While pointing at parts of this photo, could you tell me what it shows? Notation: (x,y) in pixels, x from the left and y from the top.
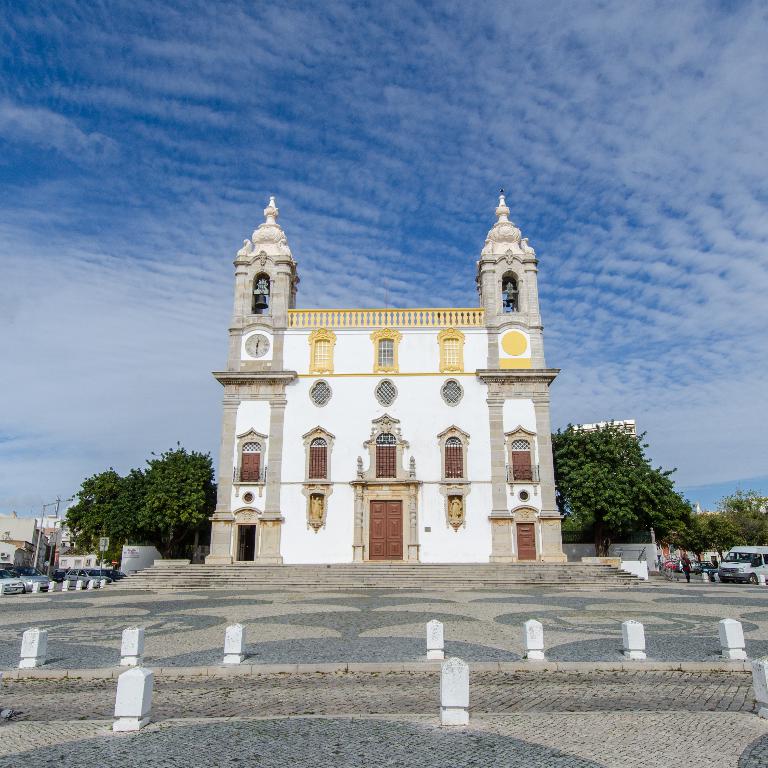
In this image I can see a building (505,439) in white and gray color and a clock (264,346) attached to the building (262,361). Background (105,502) I can see few persons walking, few vehicles (744,576), trees (730,536) in green color and the sky (199,245) is in white and blue color.
